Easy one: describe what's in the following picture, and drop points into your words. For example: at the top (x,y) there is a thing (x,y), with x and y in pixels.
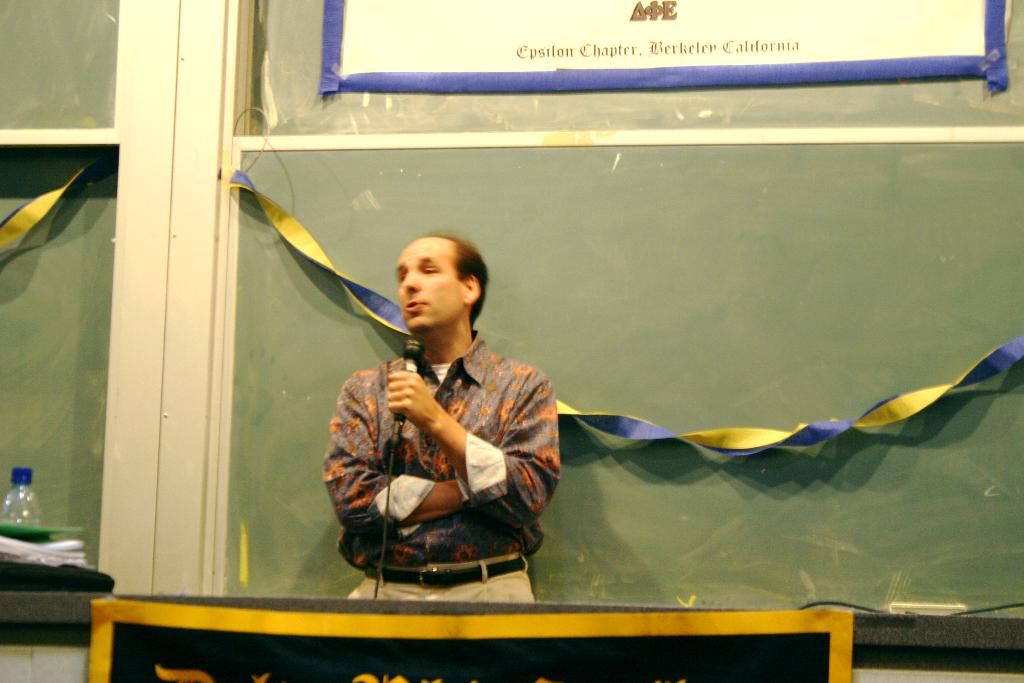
In this image there is one person (456,506) standing in middle of this image (445,419) and holding a Mic (394,441), There is a table (966,640) in the bottom of this image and there is a wall (656,595) in the background (267,324). there is a white color paper (570,45) attached on the wall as we can see on the top of this image (491,37). There is one bottle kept on the left side of this image (28,517).
